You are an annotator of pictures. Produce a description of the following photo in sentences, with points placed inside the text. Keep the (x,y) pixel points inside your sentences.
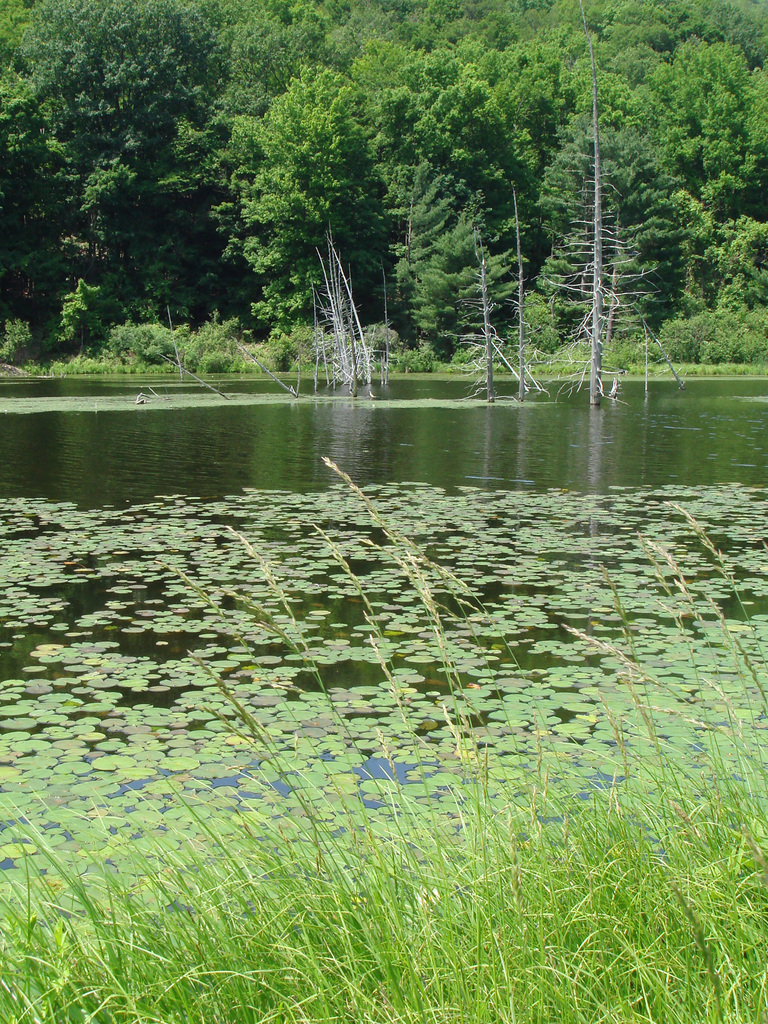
There is grass (689,851) on the ground (704,851). In the background (488,291), there are plants (92,841) and trees (388,350) in the water (737,426) and there are trees (746,285) and plants (117,337) on the ground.
